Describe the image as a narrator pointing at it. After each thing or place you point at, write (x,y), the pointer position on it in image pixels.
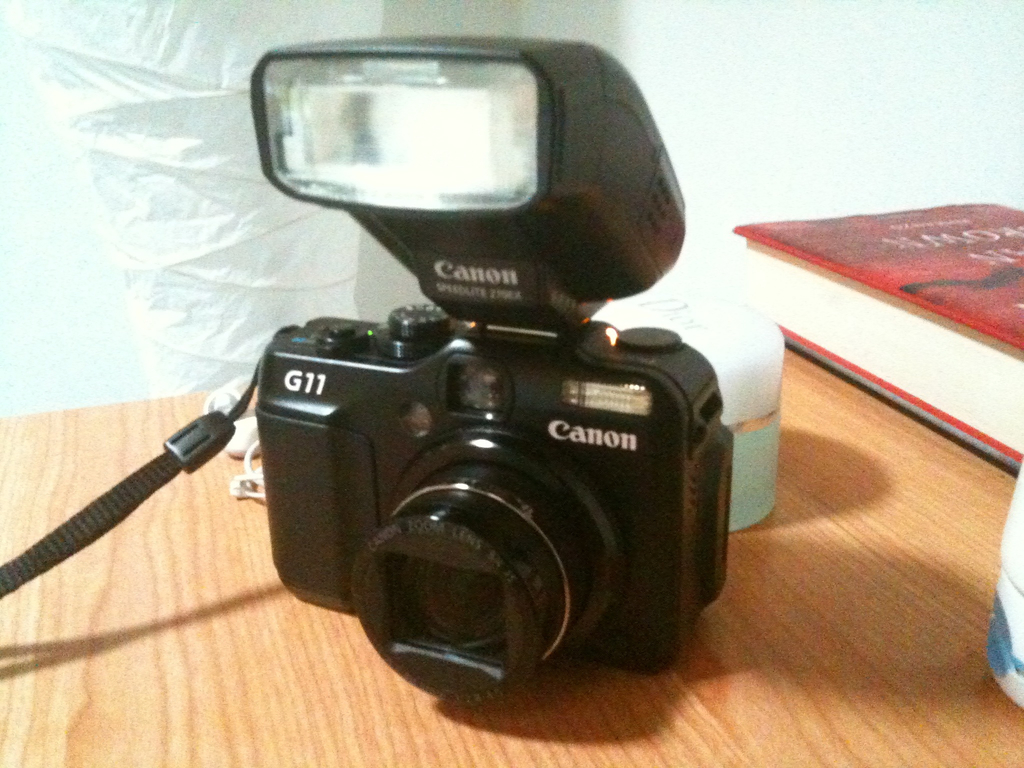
This image consists of a camera (509,425), a book (943,382) on right side (975,398) and a cover (224,111) behind the camera (623,483). This camera (643,479) is placed on a table (924,580). There is Canon written on that camera (587,457) and g11 (323,378) is also written on that.
